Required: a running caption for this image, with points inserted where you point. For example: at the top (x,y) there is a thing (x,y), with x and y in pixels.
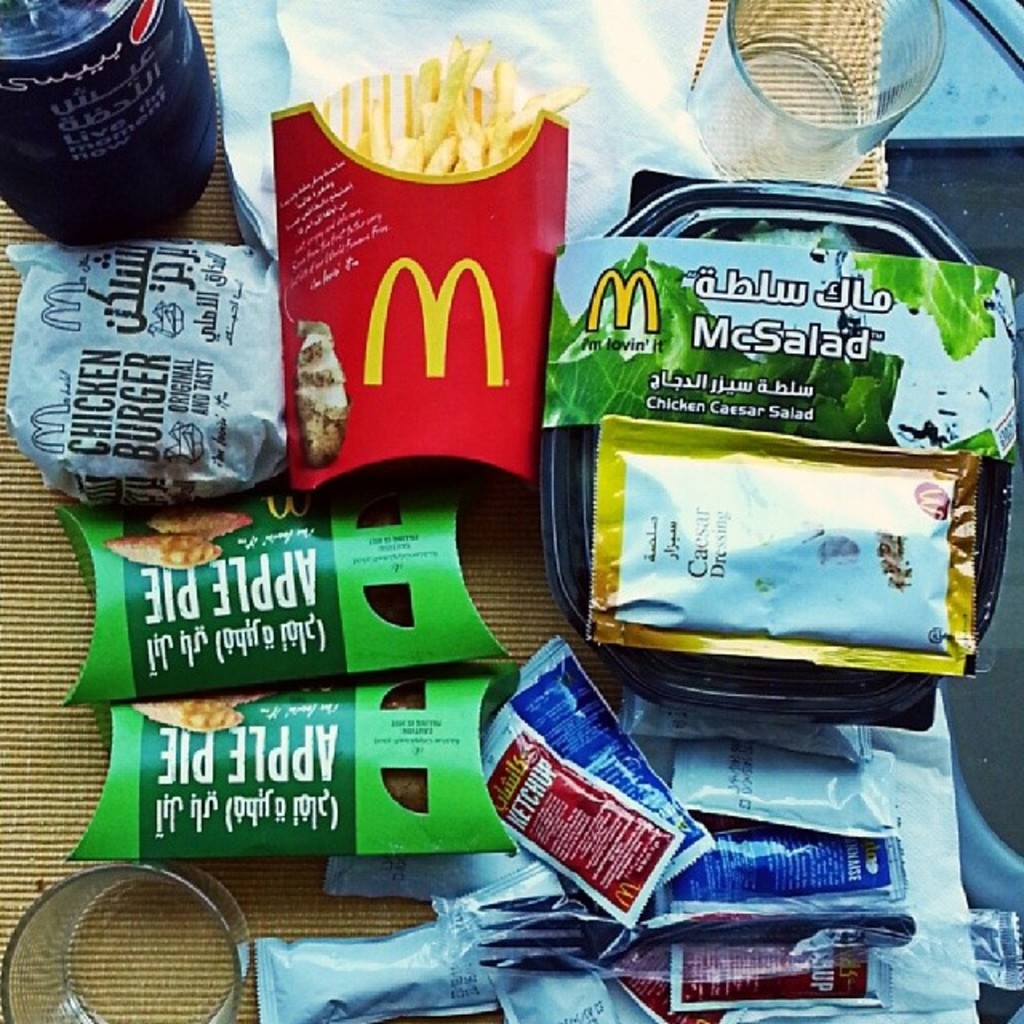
In the image there are french fries (411,147), apple pies (191,831) and sauce packets (724,609) along with glass (792,128) and tissues (614,55) on a table (963,72).
